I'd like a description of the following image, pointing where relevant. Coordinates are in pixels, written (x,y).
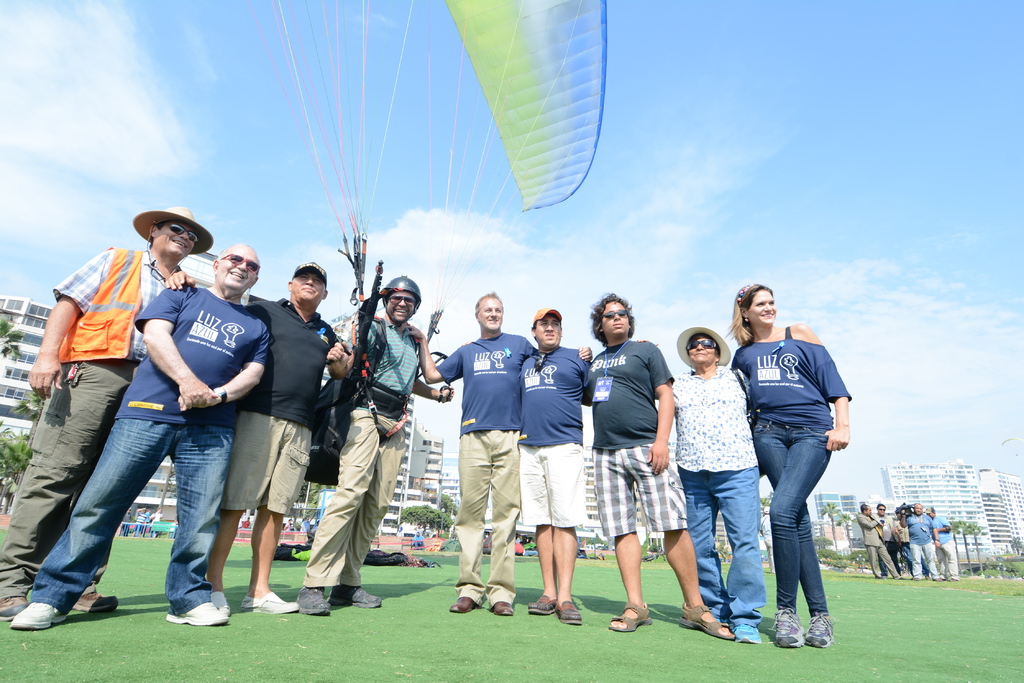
In this image I can see the ground (556,628) and number of persons (553,380) are standing on the ground (761,652). I can see a parachute (563,129) is tied to a person (408,349). In the background (150,501) I can see number of persons (893,551) standing, few trees (18,473), few buildings (937,490) and the sky (814,192).
